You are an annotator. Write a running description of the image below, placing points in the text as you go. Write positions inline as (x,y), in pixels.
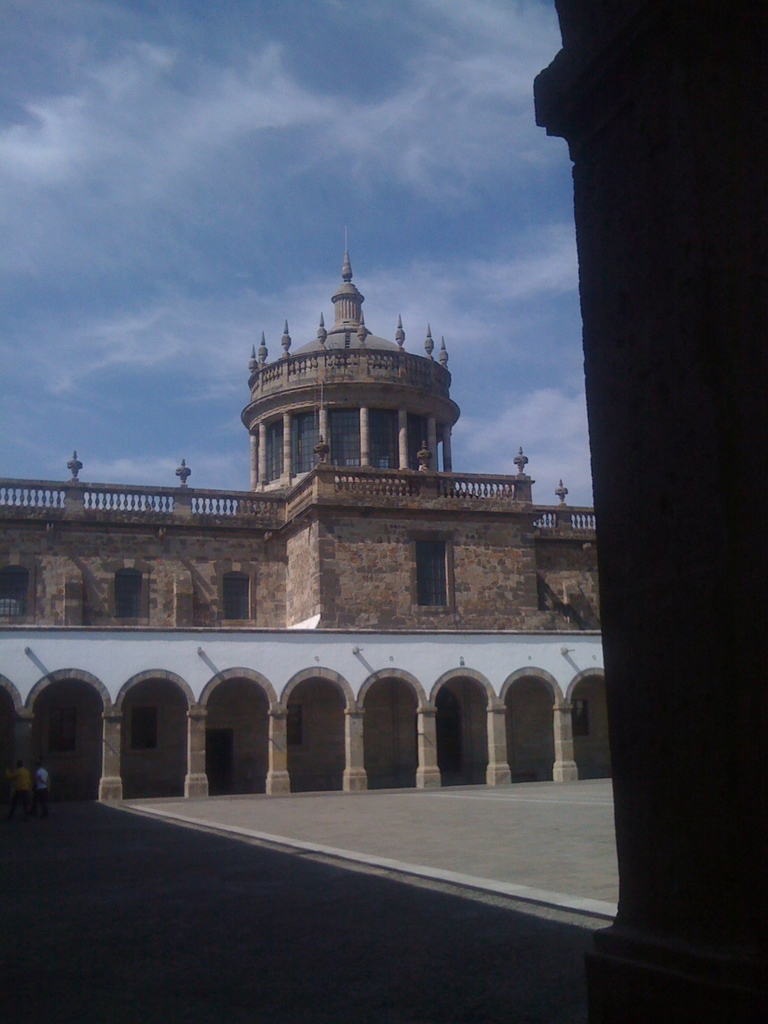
In this image there is a fort (350,768) with rock pillars (620,726), in the fort (249,783) there are a few people (39,783), at the top of the image (299,135) there are clouds (208,342) in the sky (456,435).
